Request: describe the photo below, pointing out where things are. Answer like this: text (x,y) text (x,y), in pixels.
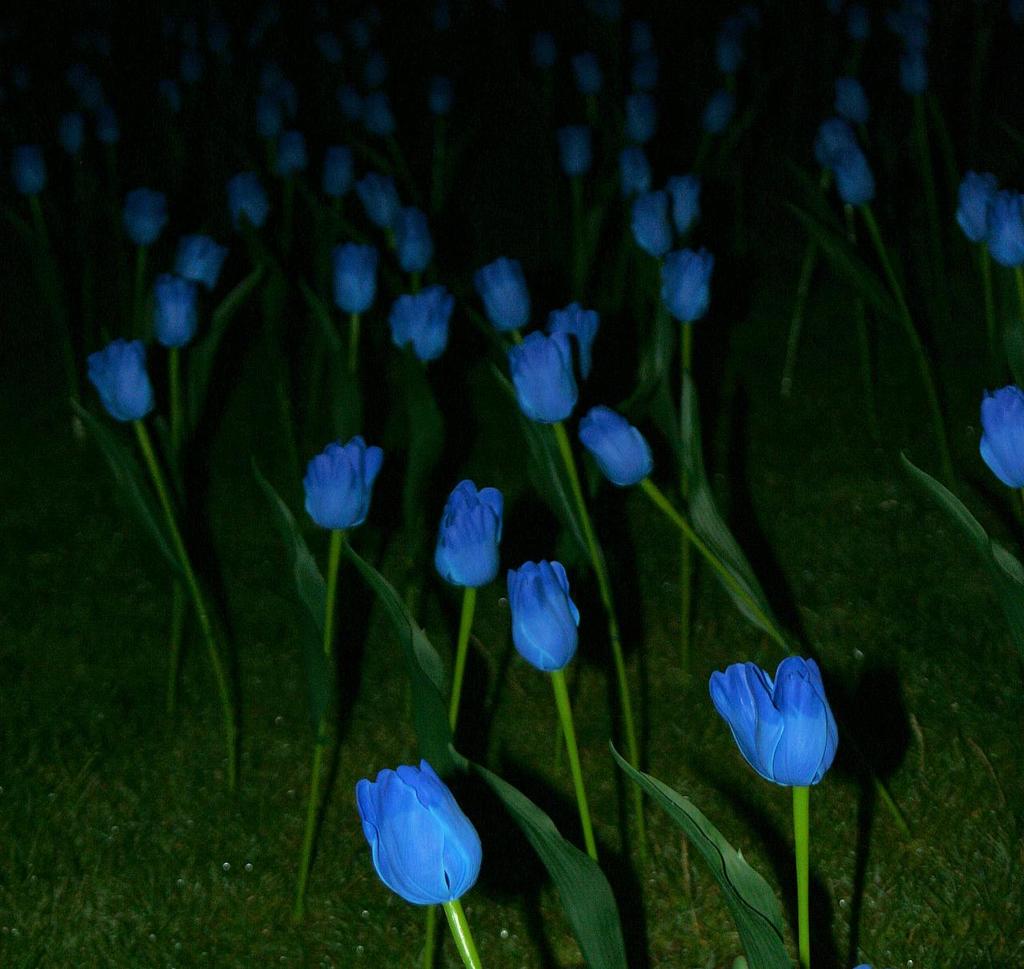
I think this picture is taken at night. On the ground (738,831) there are tulip plants (511,389) and flowers (469,565). The tulips (428,830) are in blue in color.
